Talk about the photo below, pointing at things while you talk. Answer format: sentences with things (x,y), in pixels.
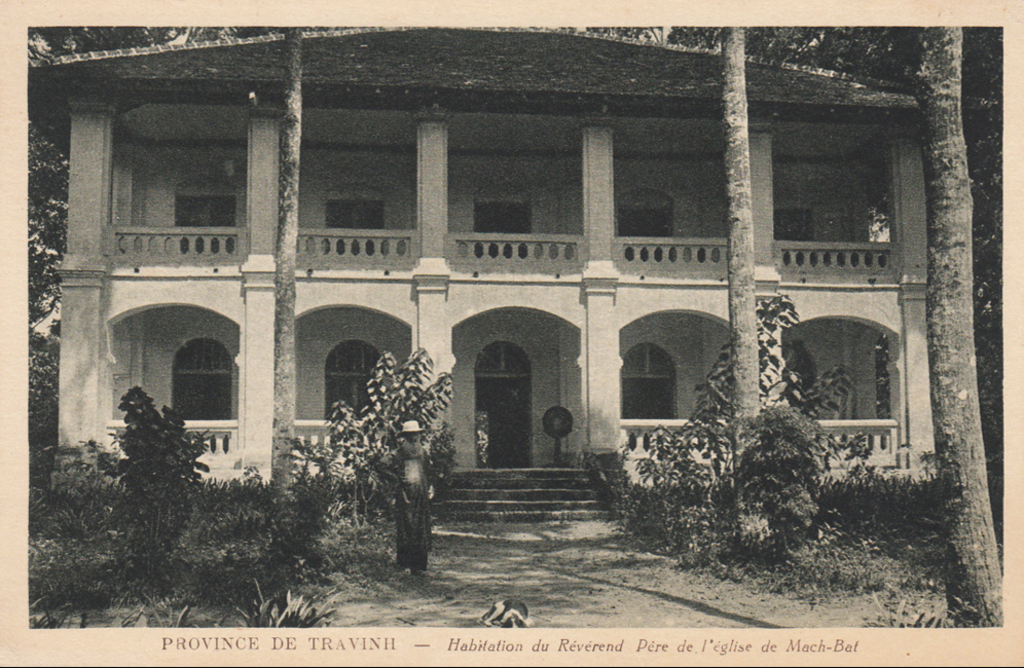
This is a black and white image, in this image there is a person (415,532) standing near a house (440,339), on either side of the person (412,545) there are plants (771,431) and trees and there is a dog (502,618) lying on a land (515,588), at the bottom (418,647) there is text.
